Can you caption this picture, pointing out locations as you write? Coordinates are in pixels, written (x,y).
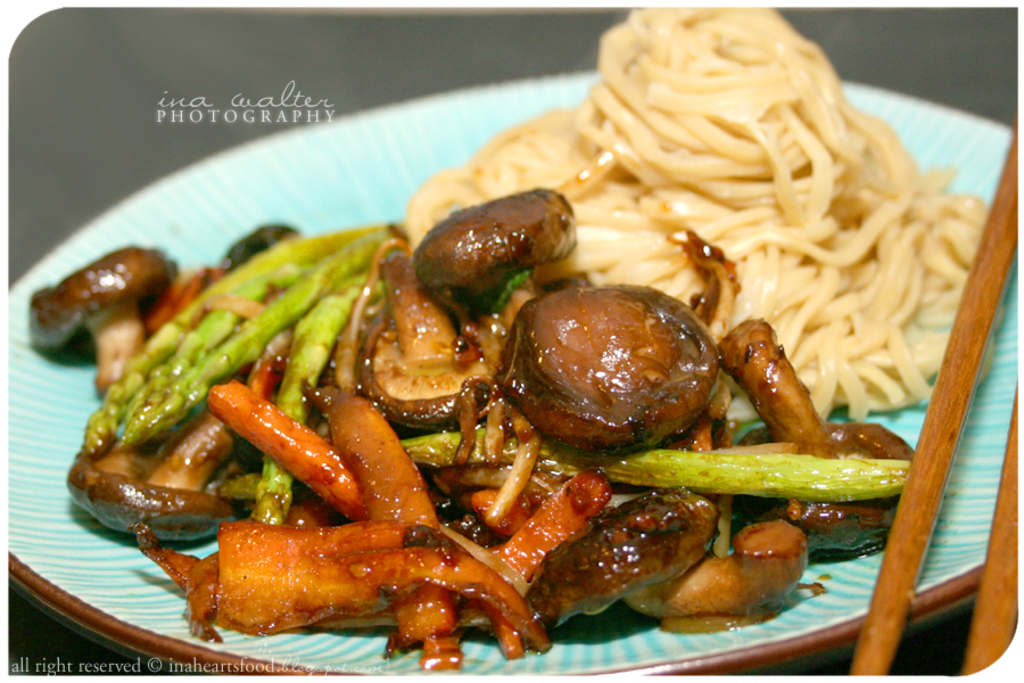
In the image we can see a plate (280,666), in the plate (985,193) there is food (853,406) and chopsticks (998,593).
